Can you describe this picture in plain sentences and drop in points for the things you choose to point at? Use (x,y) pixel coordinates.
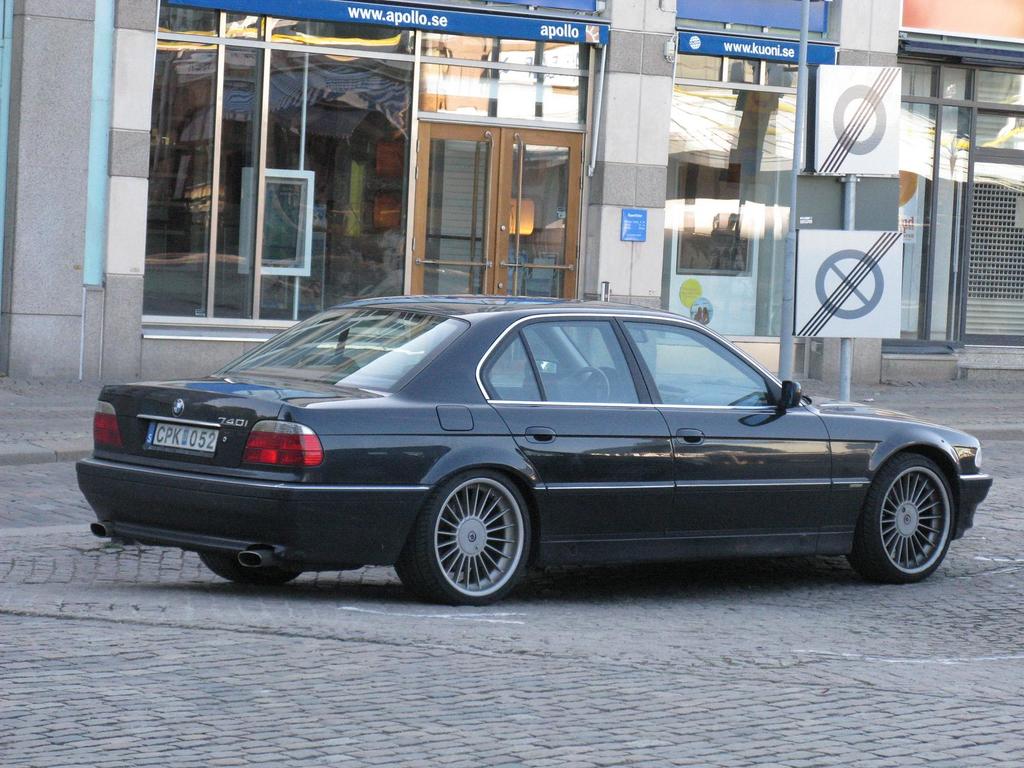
In front of the image there is a car (577,422) on the road (655,753). In the background of the image (676,99) there are buildings (728,200), boards (840,157) and poles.
